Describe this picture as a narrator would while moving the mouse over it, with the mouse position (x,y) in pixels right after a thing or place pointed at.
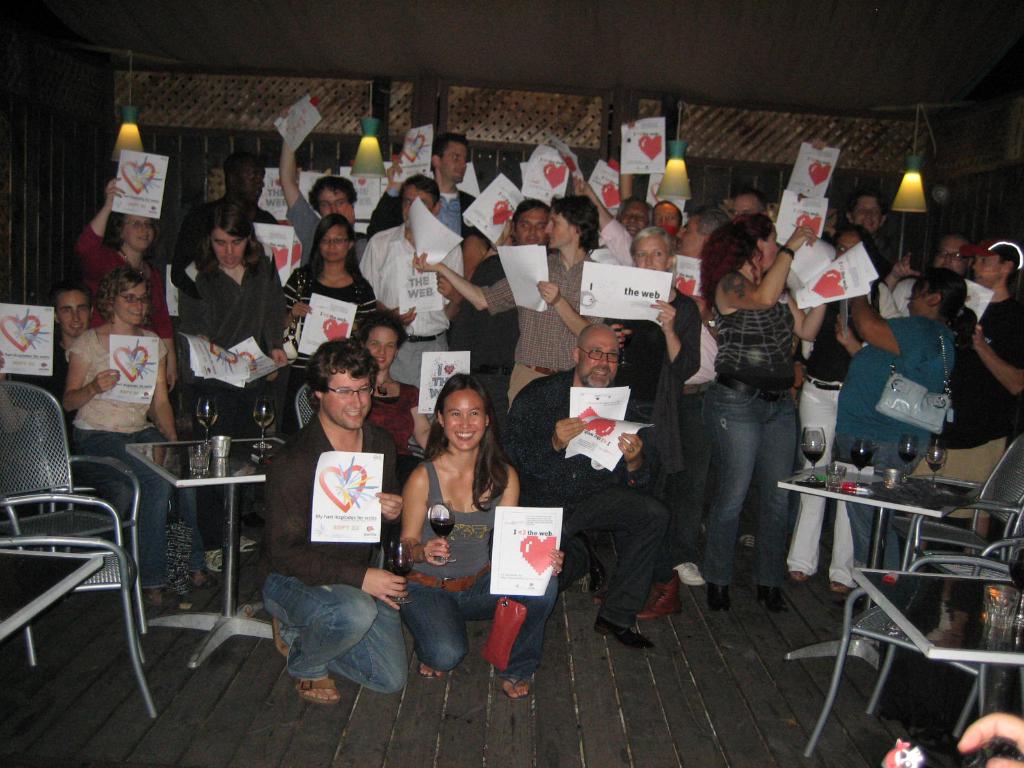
Here we can see some persons (553,298) are standing on the floor (662,647). These are the chairs (26,417) and there are tables (946,624). On the table (873,560) there are glasses (815,432). This is floor (710,732) and there are lights (127,121).
